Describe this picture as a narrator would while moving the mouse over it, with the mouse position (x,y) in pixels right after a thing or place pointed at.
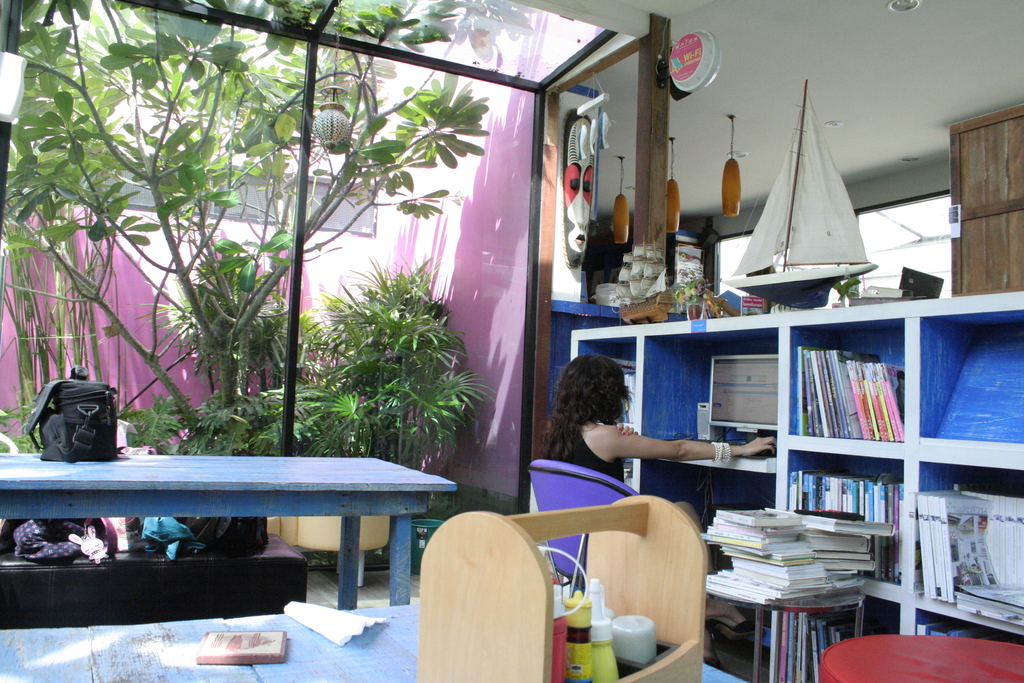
In front of the picture, we see blue table (297,645) on which a small book (274,641), tissue paper (374,623) and basket (518,628) containing many bottles (566,658) are placed. Beside that, we see a table (796,597) on which many books (842,572) are placed and behind that, we see woman (600,445) in black dress (597,454) is operating computer (748,377) which is placed on cupboard (680,415) and behind that, we see a glass door (202,267) from which we see trees (401,301).
